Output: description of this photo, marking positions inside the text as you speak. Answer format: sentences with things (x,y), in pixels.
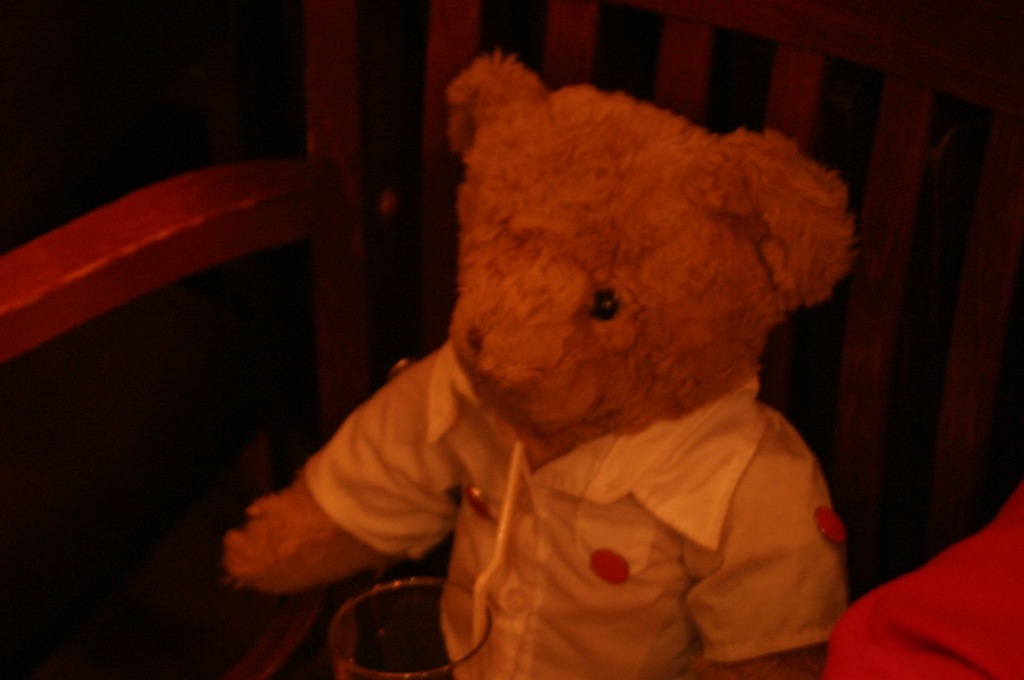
In this image I can see a teddy bear (560,443), person's hand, container (453,621), and chair (982,308). This image is taken may be in a room (735,100).
